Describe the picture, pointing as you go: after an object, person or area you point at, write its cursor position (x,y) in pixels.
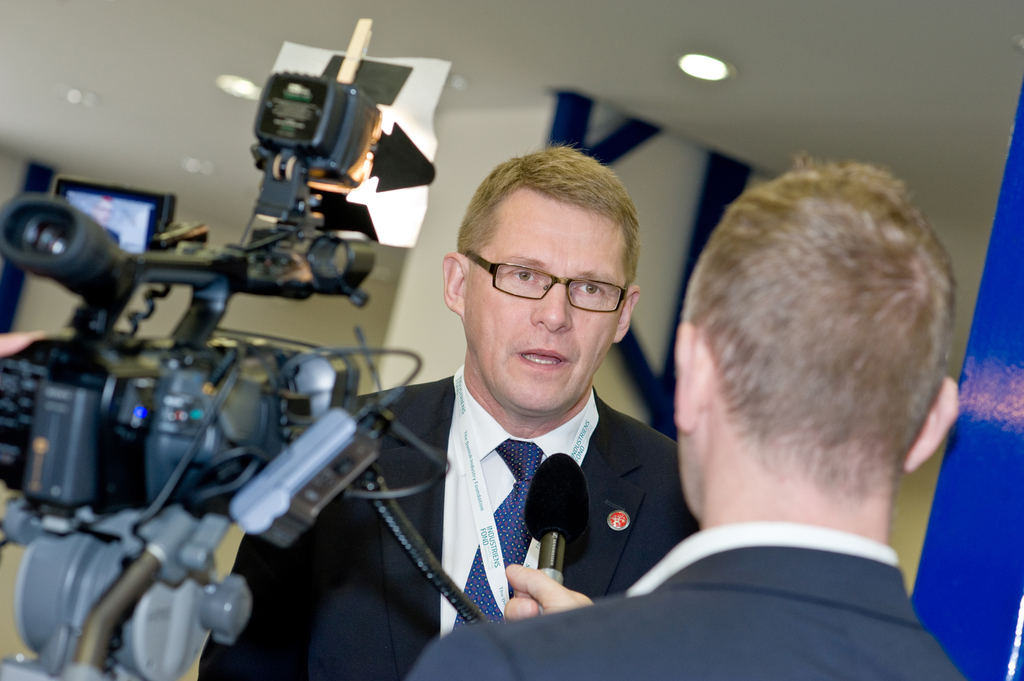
In this image I can see two people (540,624) with blazers (402,568), shirts (450,509) and tie (518,515). I can see one person (536,594) holding the mic (539,513). To the left (170,418) I can see the camera (279,400). In the background (441,351) I can see the wall (422,261) and there are lights (394,107) at the top (291,96).
